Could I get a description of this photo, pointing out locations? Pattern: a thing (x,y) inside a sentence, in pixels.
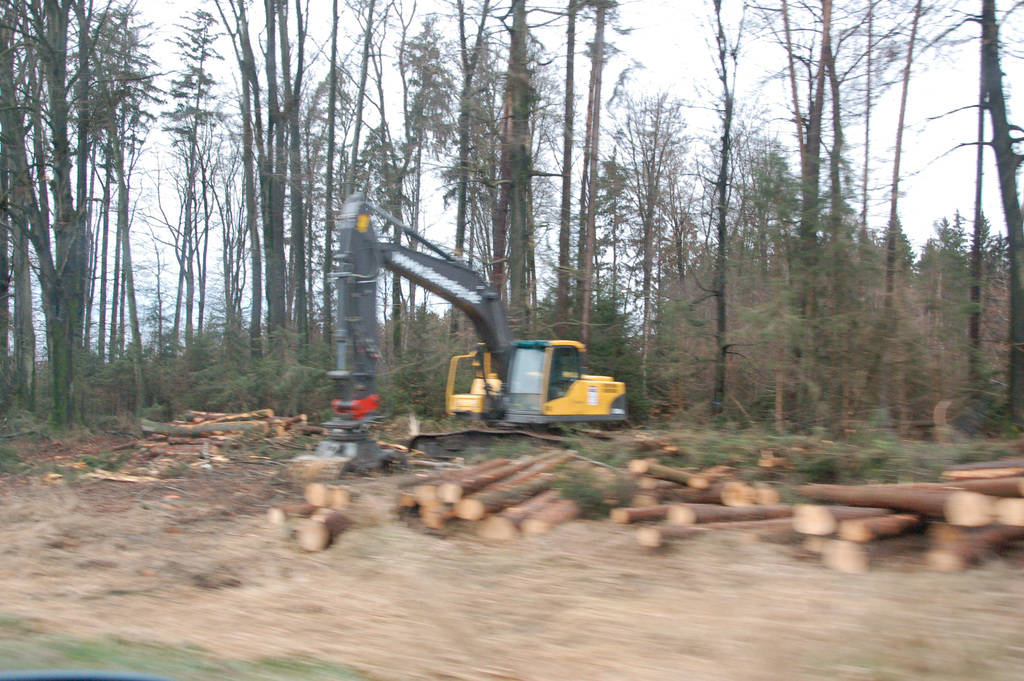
On the ground (127,426) there are wooden logs (907,500). Also there is an excavator (474,392). In the back (535,243) there are many trees (562,215) and sky (391,52).
